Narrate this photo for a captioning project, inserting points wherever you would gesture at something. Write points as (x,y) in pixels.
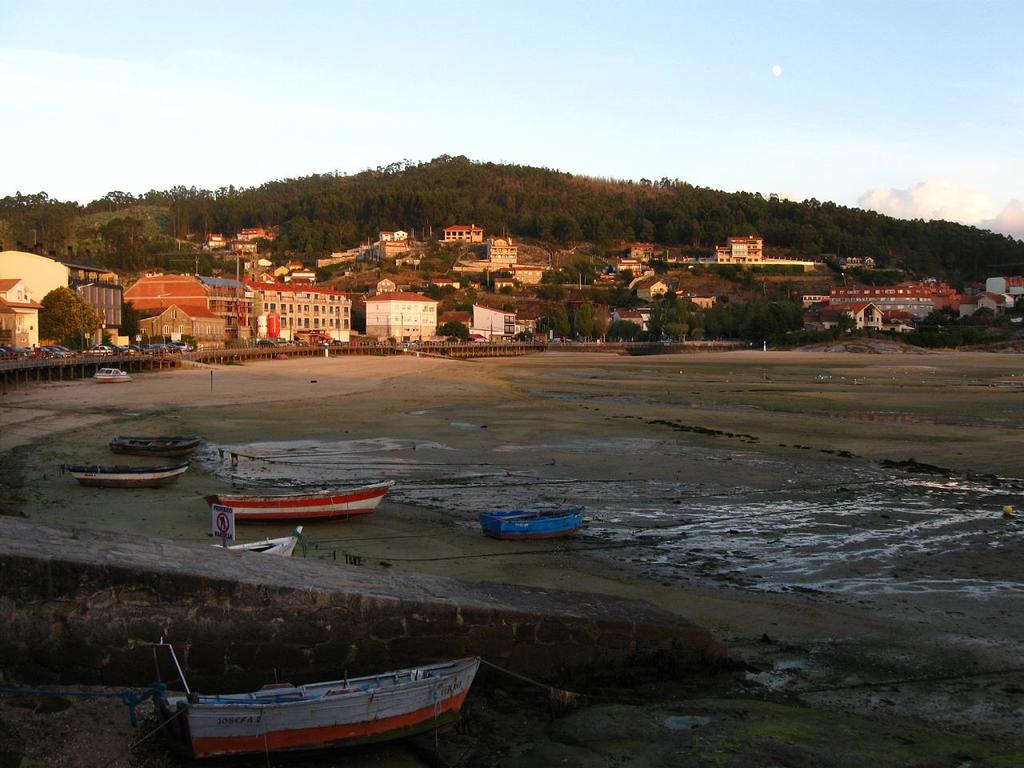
In this image we can see the mountains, some buildings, some vehicles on the road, one bridge (502,347), one wall (585,650), some boats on the ground (902,582), some poles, some objects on the ground (584,357), some wet ground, some trees (142,236), bushes (139,235) and grass (111,209) on the ground (848,396). At the top (692,171) there is the sky (808,91).
